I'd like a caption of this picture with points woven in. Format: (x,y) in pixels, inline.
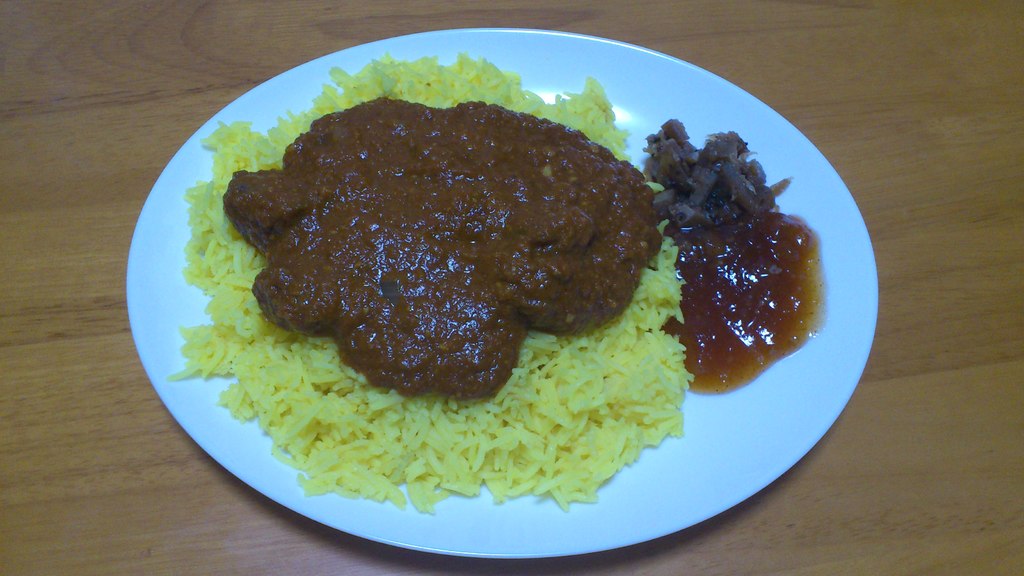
In this picture, we see a plate (699,471) containing rice (519,401) and curry (576,255) is placed on the table (119,197).
